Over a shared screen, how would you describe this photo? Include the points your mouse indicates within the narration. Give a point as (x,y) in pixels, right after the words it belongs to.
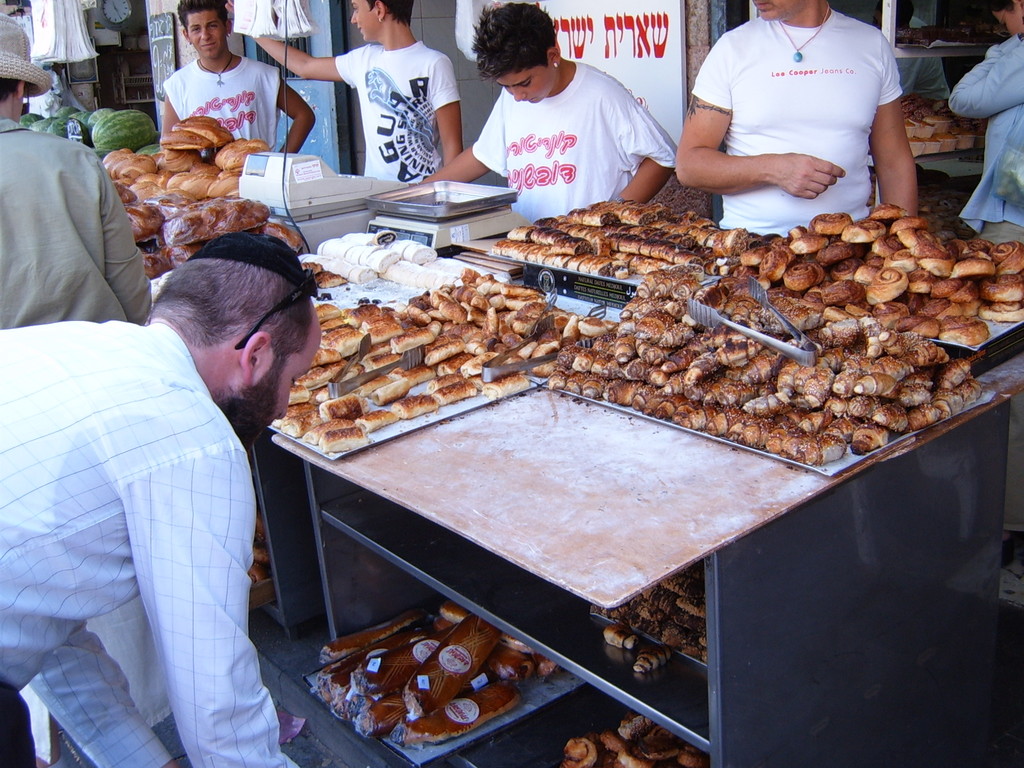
Here we can see people (490,139), weighing machine (490,195), food (629,366), racks (397,532), watermelons (93,128), bags (83,1), board (648,52) and clock (125,2). Clock (109,10) is on the wall (100,35).
